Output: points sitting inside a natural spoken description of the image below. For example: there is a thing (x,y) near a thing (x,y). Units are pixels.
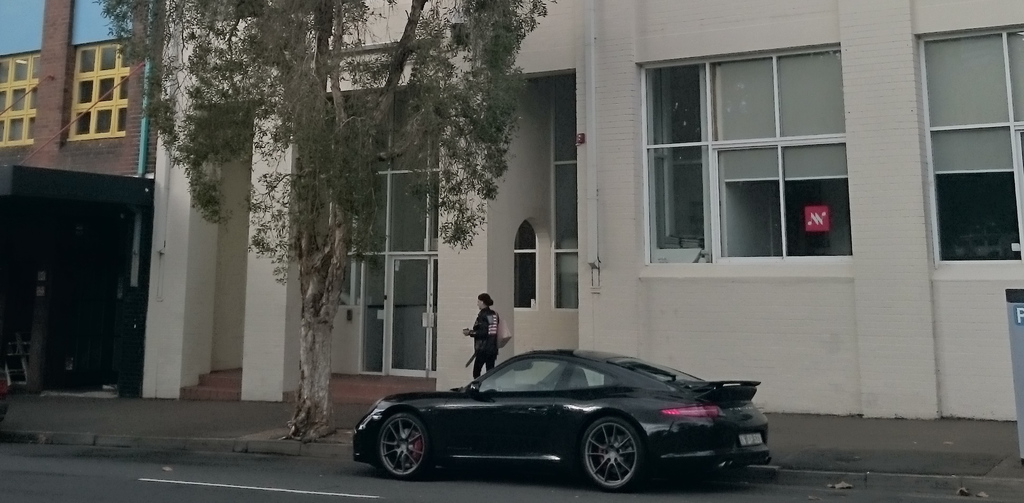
This picture is clicked in the city. At the bottom of the picture (530,399), we see a black car (517,436) is parked on the road (516,485). Beside that, we see a tree (319,292). Beside that, we see the woman (485,353) who is wearing a handbag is walking on the footpath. Beside her, we see a building (645,292) in white color. On the left side (132,220), we see a building (102,160) in brown and blue color.
